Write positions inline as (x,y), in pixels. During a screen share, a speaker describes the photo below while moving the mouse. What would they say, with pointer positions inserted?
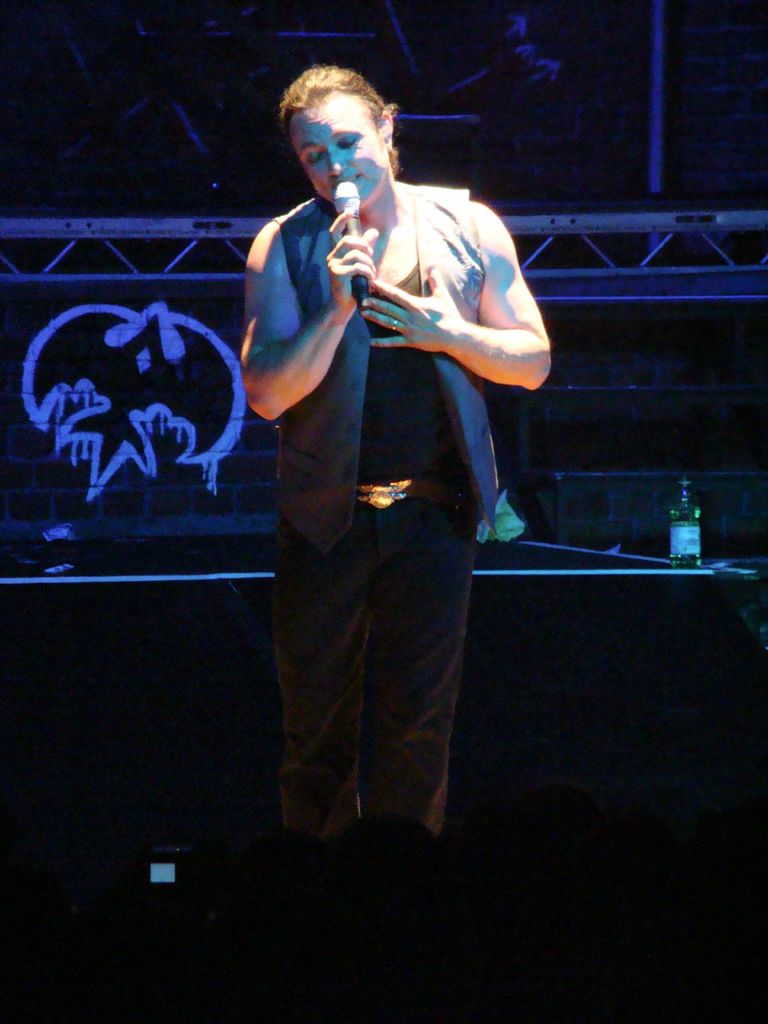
In this image we can see a person (380,664) is holding a mike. In the background (348,12) we can see wall (659,445), bottle (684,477), and other objects (245,571). At the bottom of the image (269,946) it is dark and we can see a mobile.
